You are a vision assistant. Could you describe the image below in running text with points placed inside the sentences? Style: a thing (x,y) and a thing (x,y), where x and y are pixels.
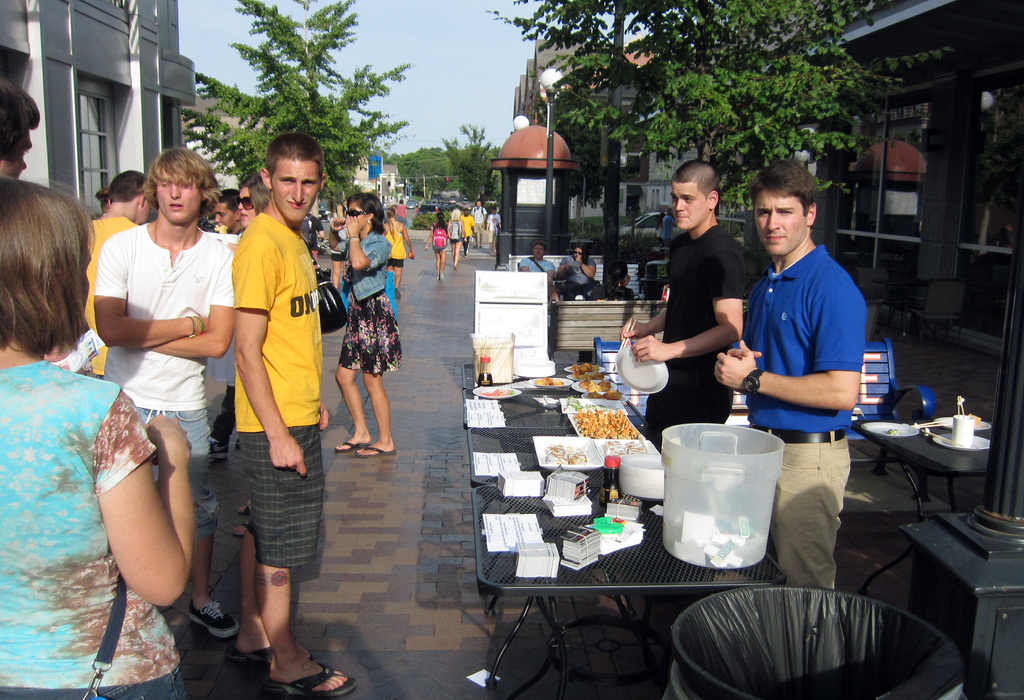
In this picture there are two persons (801,368) standing and there is a table (597,486) in front of them which has few objects (573,539) and edibles (554,445) on it and there are few people (311,339) standing in the left corner (166,384) and there are trees (360,125) and buildings (383,173) in the background (432,150).
